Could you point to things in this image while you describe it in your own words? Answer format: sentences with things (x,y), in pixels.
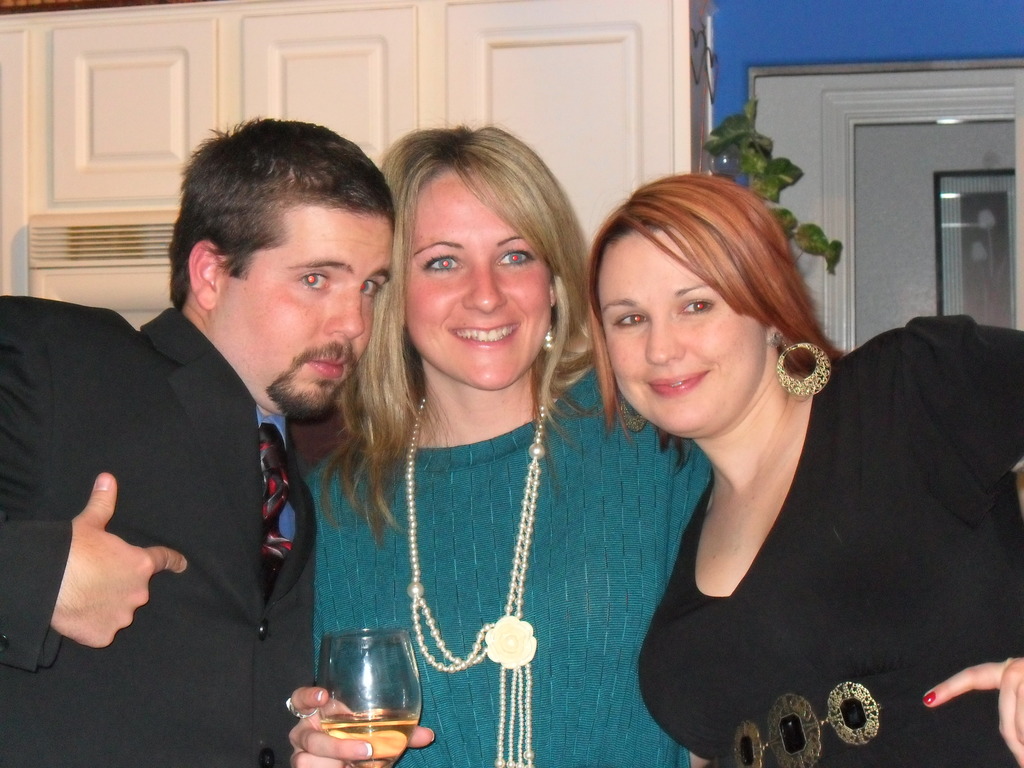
This picture is clicked inside the room (1016,167). On the right corner (921,471) picture, we see woman (913,461) in black t-shirt (881,463) is smiling. Beside her, we see women (402,517) wearing blue t-shirt (442,455) is also smiling and she is catching wine glass (351,715) in her hands (313,726). The man (336,345) on the left corner of this picture (129,540) wearing black blazer (183,635) is not smiling. Behind them, we see cupboard (412,48) which are white in color and we even see plant (769,143) and mirror (982,198).
